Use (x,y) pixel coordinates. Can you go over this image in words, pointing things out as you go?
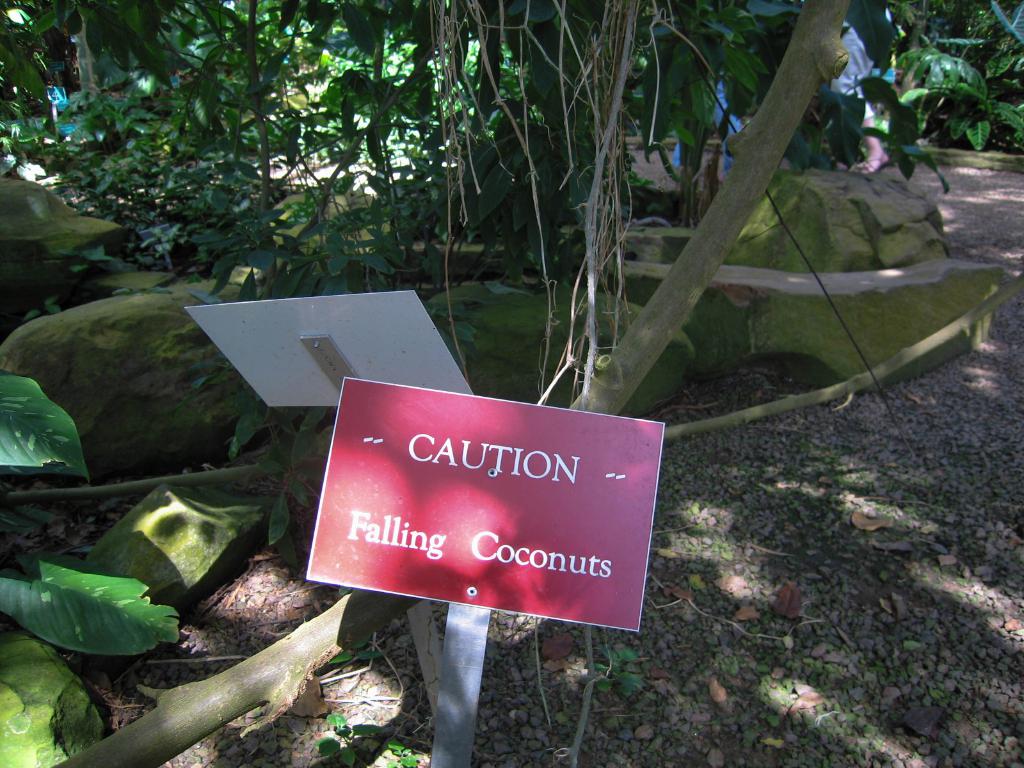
In this image there are boards (350,502), and at the background (330,208) there are rocks (92,435), plants (434,177), trees (708,191), people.
